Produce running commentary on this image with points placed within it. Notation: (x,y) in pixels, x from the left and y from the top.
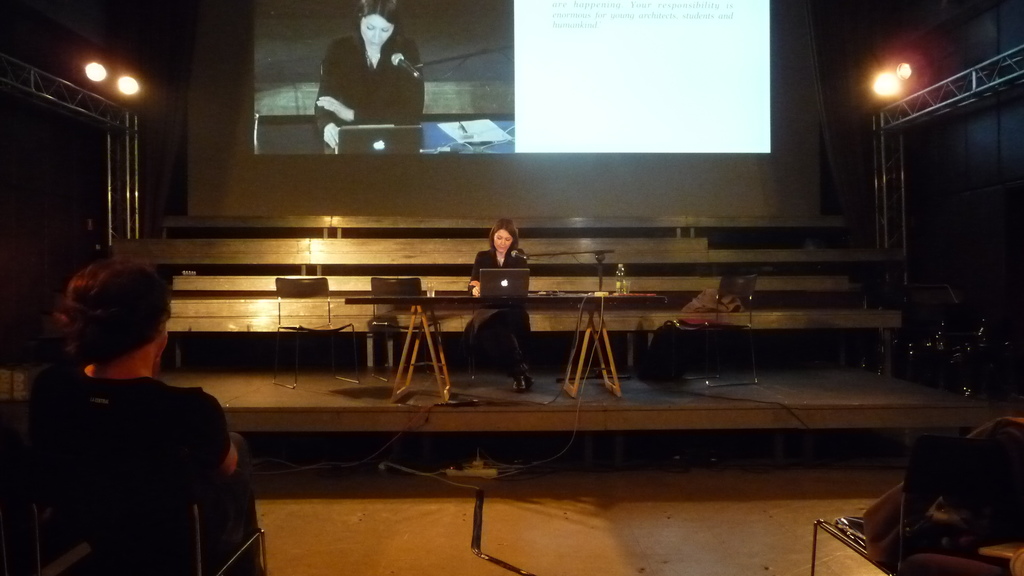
In this picture there is a woman (524,315) who is wearing a black dress (498,263). She is sitting on a chair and is looking into laptop (512,280). There is a mic (542,257). There is a chair (314,329). There is a bag (653,355) on the stage (643,401). To the left (153,438), there is another woman (157,449) who is sitting on the chair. On the top (343,82), there is a screen (358,64). There is a light (132,82) at the background (88,71).
